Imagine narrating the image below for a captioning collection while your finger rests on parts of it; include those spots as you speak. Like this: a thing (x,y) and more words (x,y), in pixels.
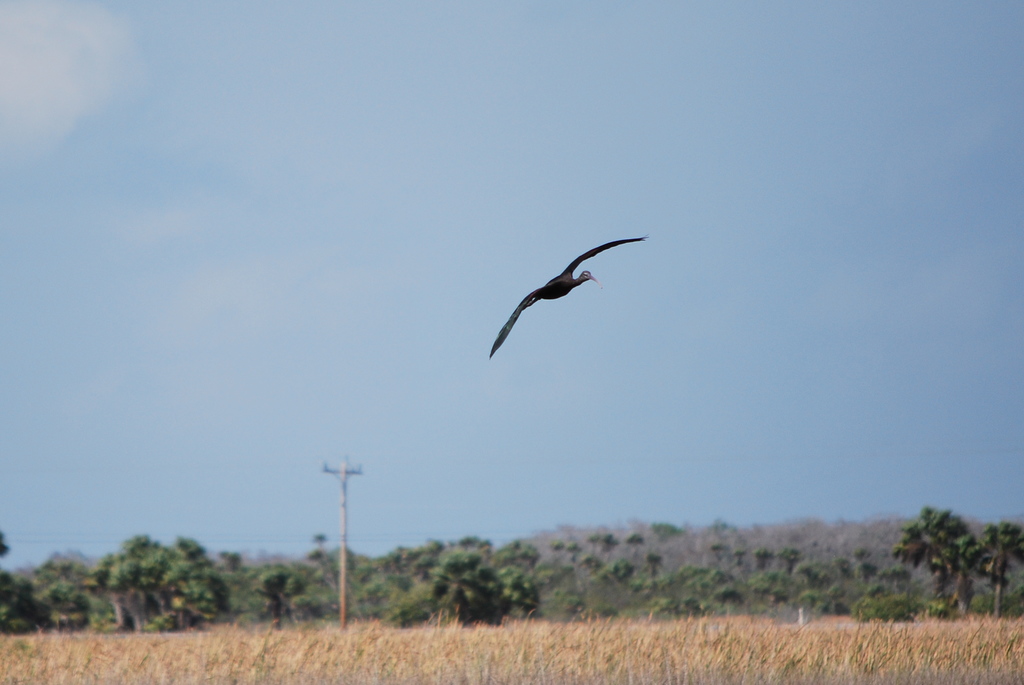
In this image we can see the bird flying in the sky (633,249). Here we can see the farm field (621,626). Here we can see the electric pole (342,535) and here we can see the electric wires (370,539). In the background (348,593), we can see the trees (408,554). This is a sky (75,296) with clouds (92,74).
